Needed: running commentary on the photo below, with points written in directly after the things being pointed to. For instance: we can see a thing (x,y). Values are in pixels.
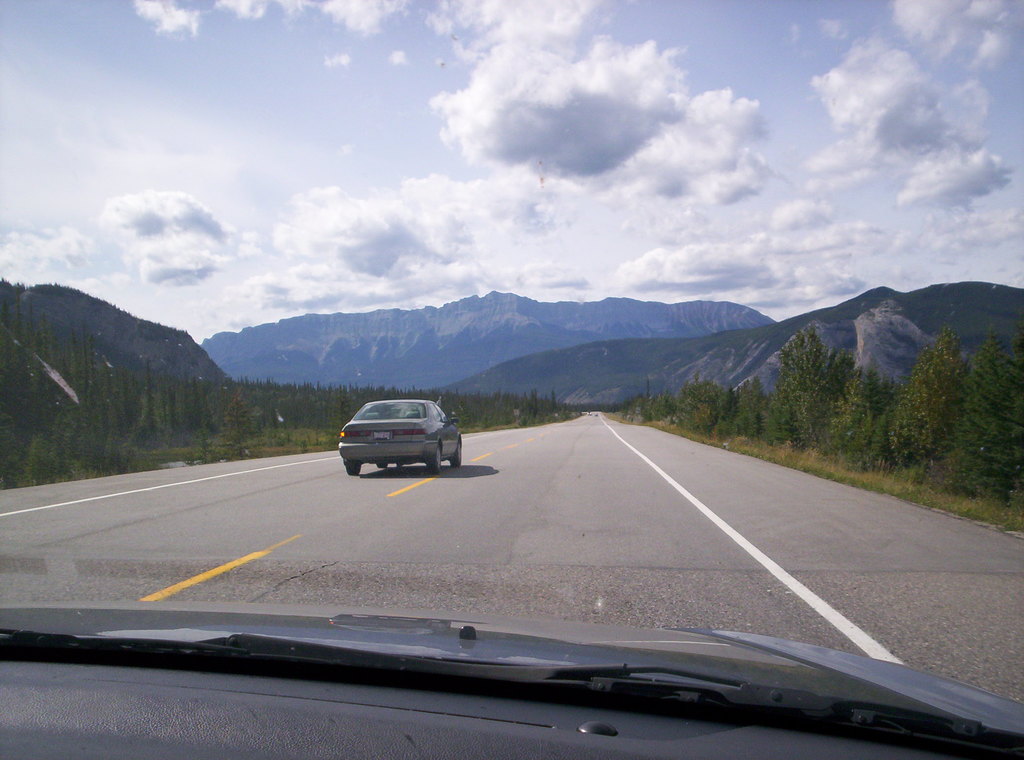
In this image we can see a road (530,520). On the road (581,488) there is a car (400,423). At the bottom (348,662) we can see front of a car (417,703). On the sides there are trees (904,444). In the back (544,329) there are hills (517,304) and sky (562,148) with clouds (491,151).
